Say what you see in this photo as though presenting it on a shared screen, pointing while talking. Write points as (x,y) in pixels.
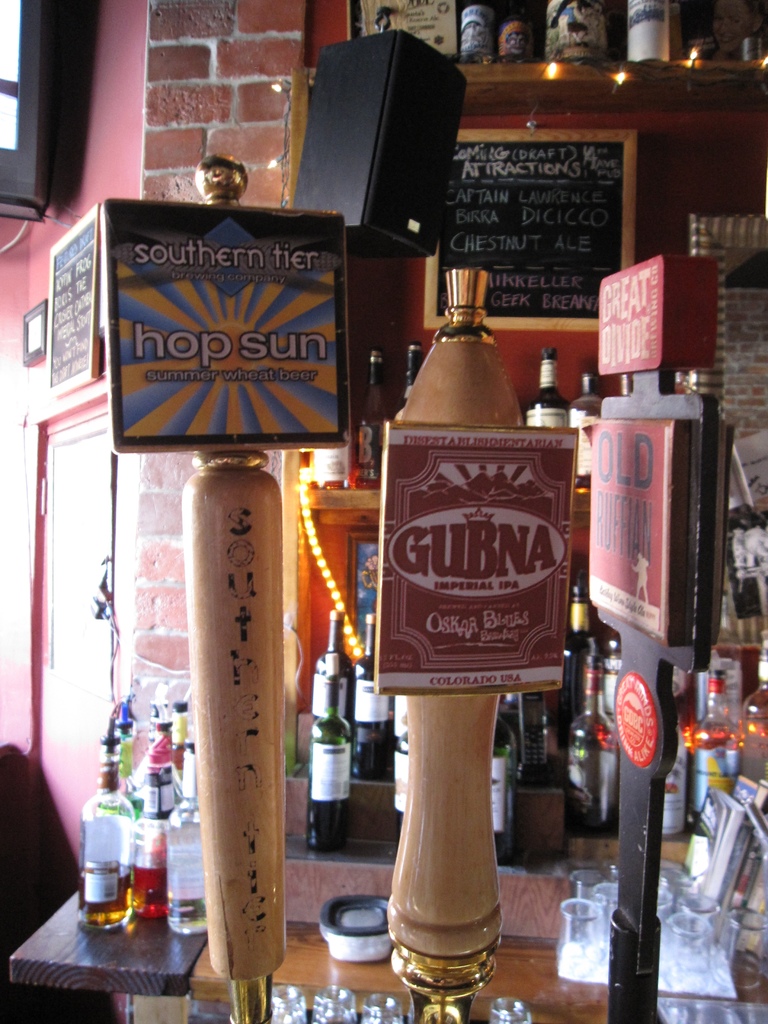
On this table (28,963) there is a box (366,948), glasses (660,905), books (704,796) and bottles (401,806). This rack (383,814) is also filled with bottles (487,36). A blackboard (548,145) on wall (682,175). Beside this rack (510,96) there is a speaker (433,91). Front to this three poles (448,701) there are boards (595,421).
